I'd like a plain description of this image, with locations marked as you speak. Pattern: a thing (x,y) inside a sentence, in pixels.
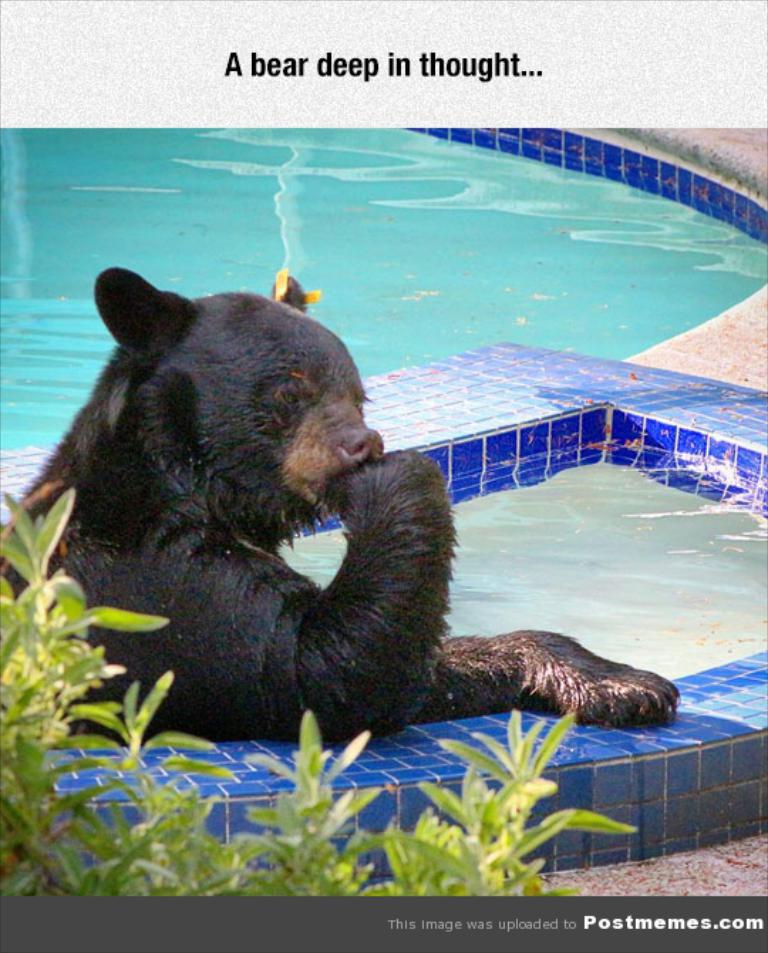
In this image we can see there is a bear (289,509) in the swimming pool (410,422). At the side there is a plant (351,754). And there is a text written on the image.
